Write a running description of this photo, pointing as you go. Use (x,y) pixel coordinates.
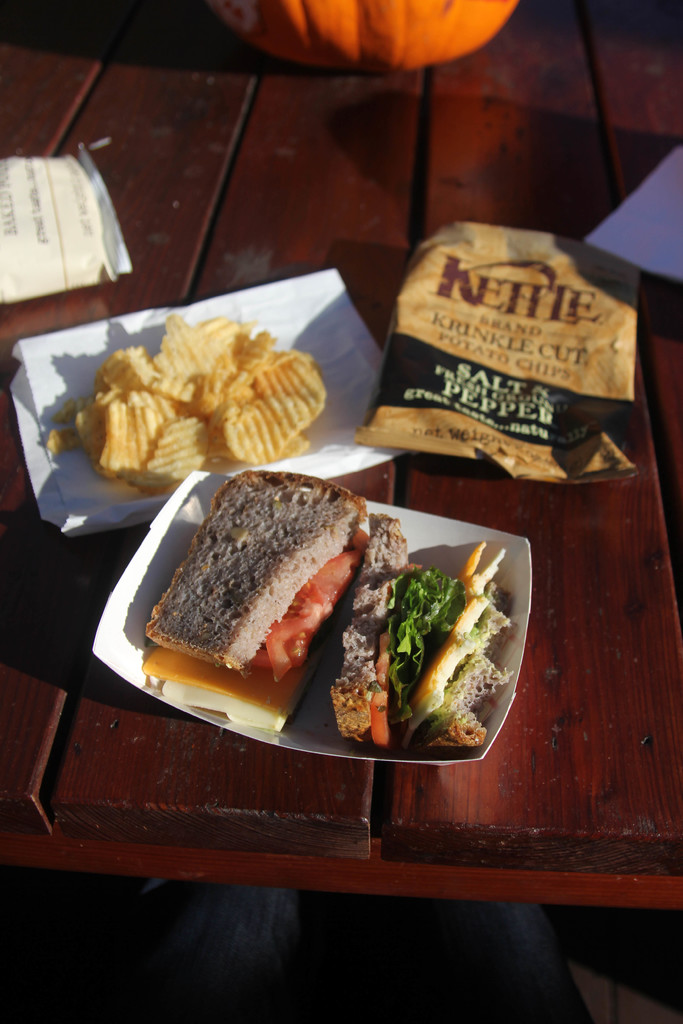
In this picture there is a sandwich (268,684) in a plate (323,631), there are chips (214,336) on the left side of the image (146,403) and there is a wrapper (465,360), which are placed on a table (467,482).
